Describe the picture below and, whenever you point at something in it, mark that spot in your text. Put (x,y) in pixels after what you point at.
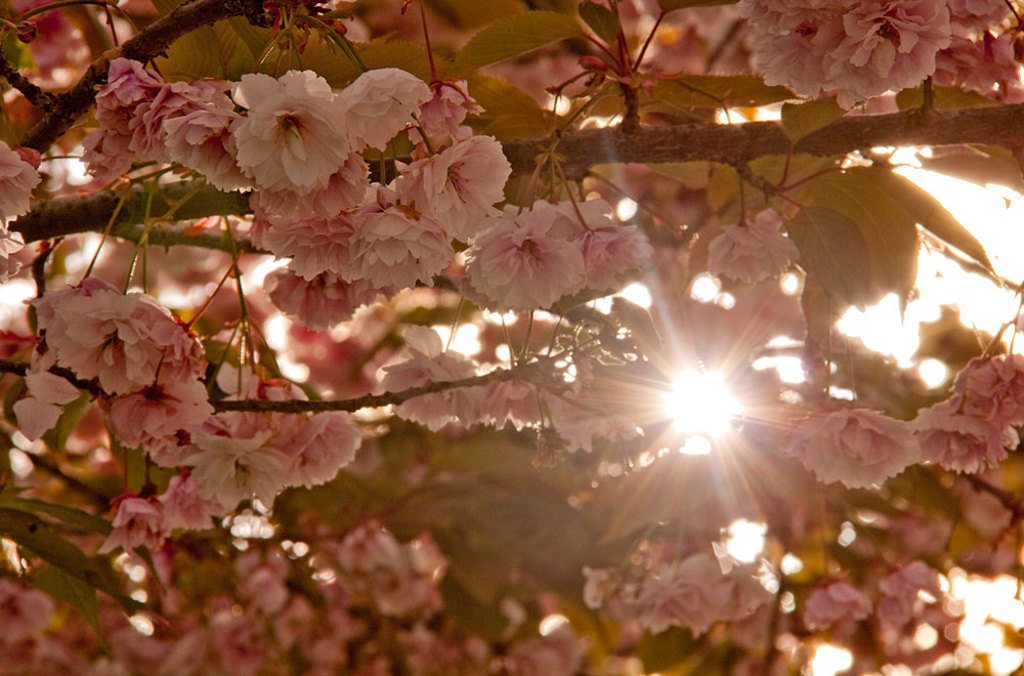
In this image we can see the tree (422,331) with flowers (480,292) and we can see the sun (679,422).
